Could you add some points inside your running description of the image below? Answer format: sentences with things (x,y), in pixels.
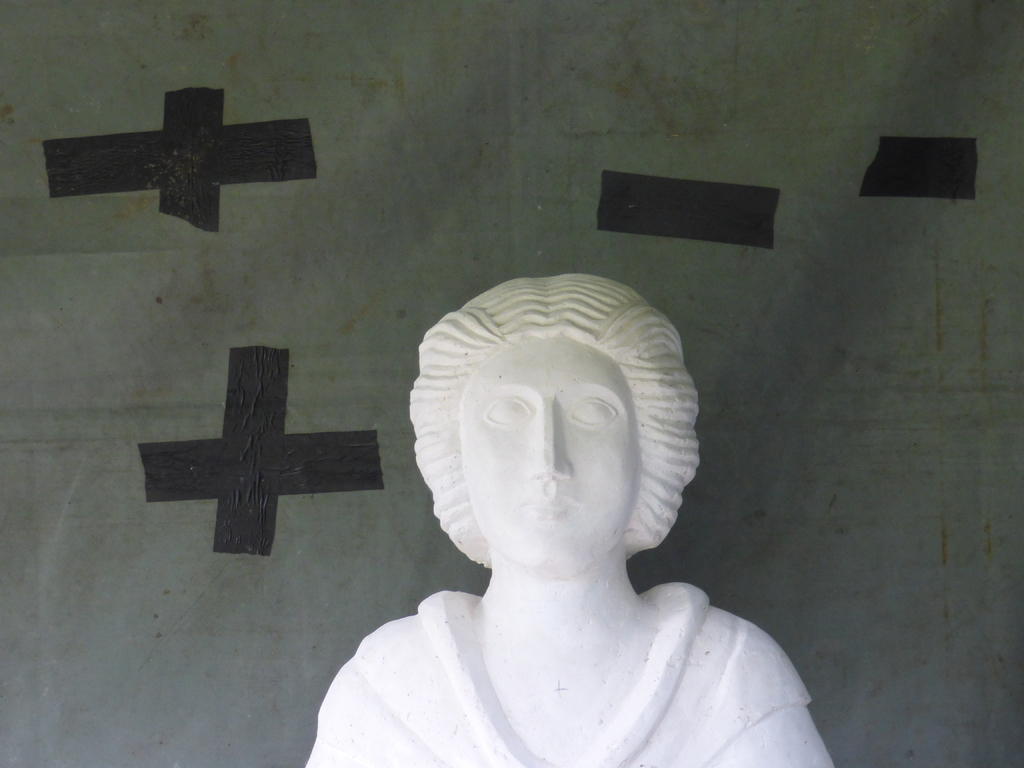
In this image, we can see a sculpture (654,534) in front of the wall (675,146).
